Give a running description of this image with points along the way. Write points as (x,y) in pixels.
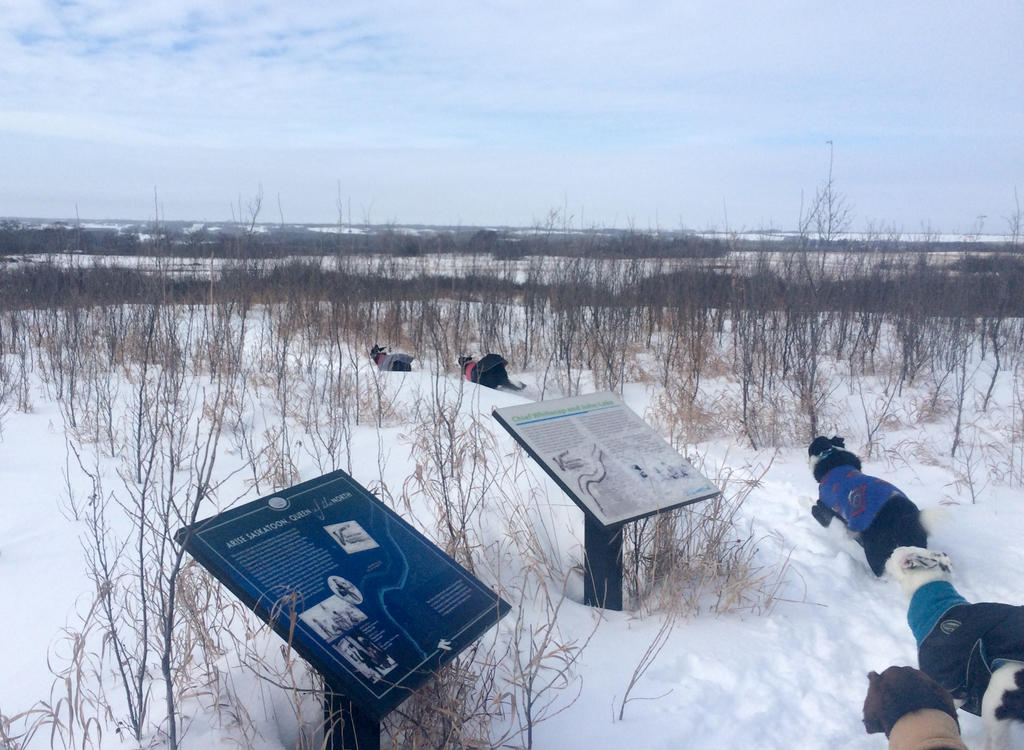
In the foreground of the picture (809,451) I can see the animals (824,442) in the snow (765,447). I can see the direction indicator boards (394,526) and trees (847,305). There are clouds (467,157) in the sky (638,103).
